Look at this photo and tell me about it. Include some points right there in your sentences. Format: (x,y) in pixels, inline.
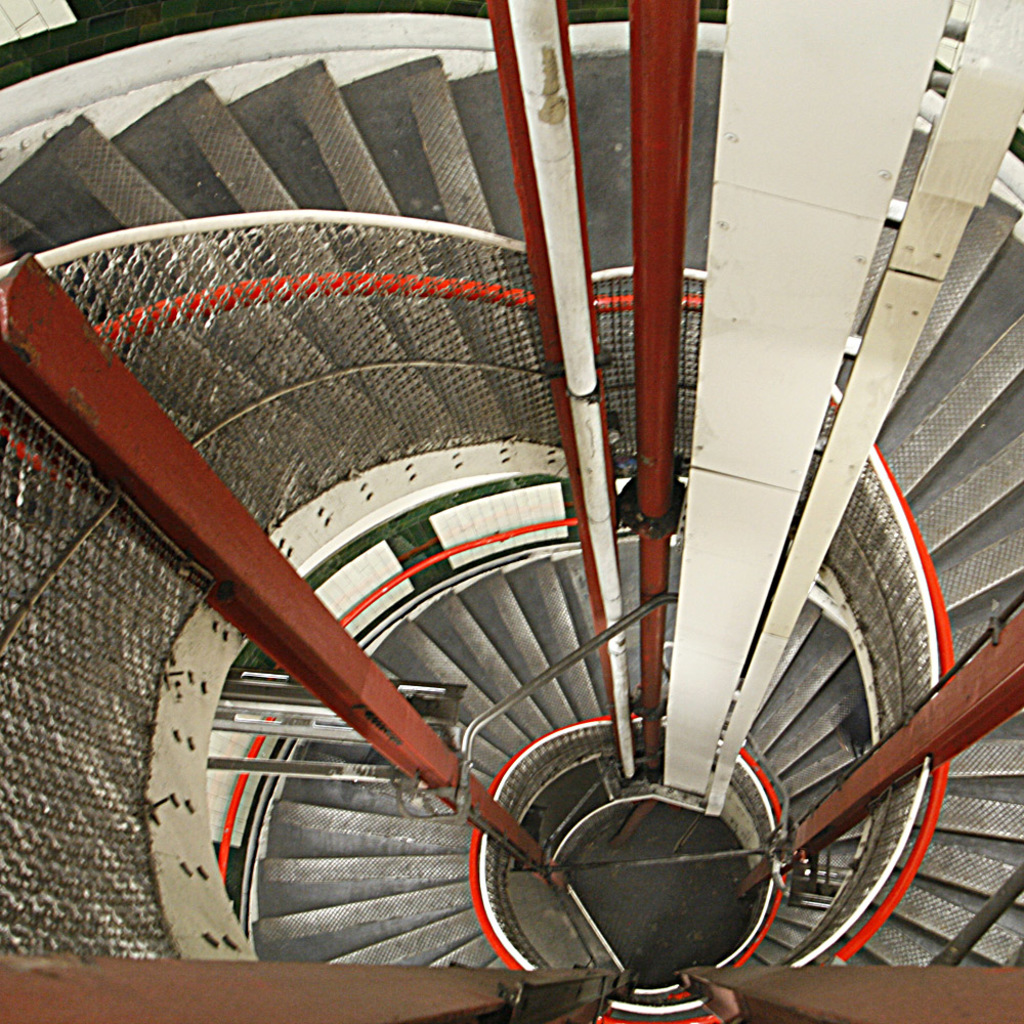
In this picture we can see stairs (975,836), railing (302,496) and pipes (656,227).
